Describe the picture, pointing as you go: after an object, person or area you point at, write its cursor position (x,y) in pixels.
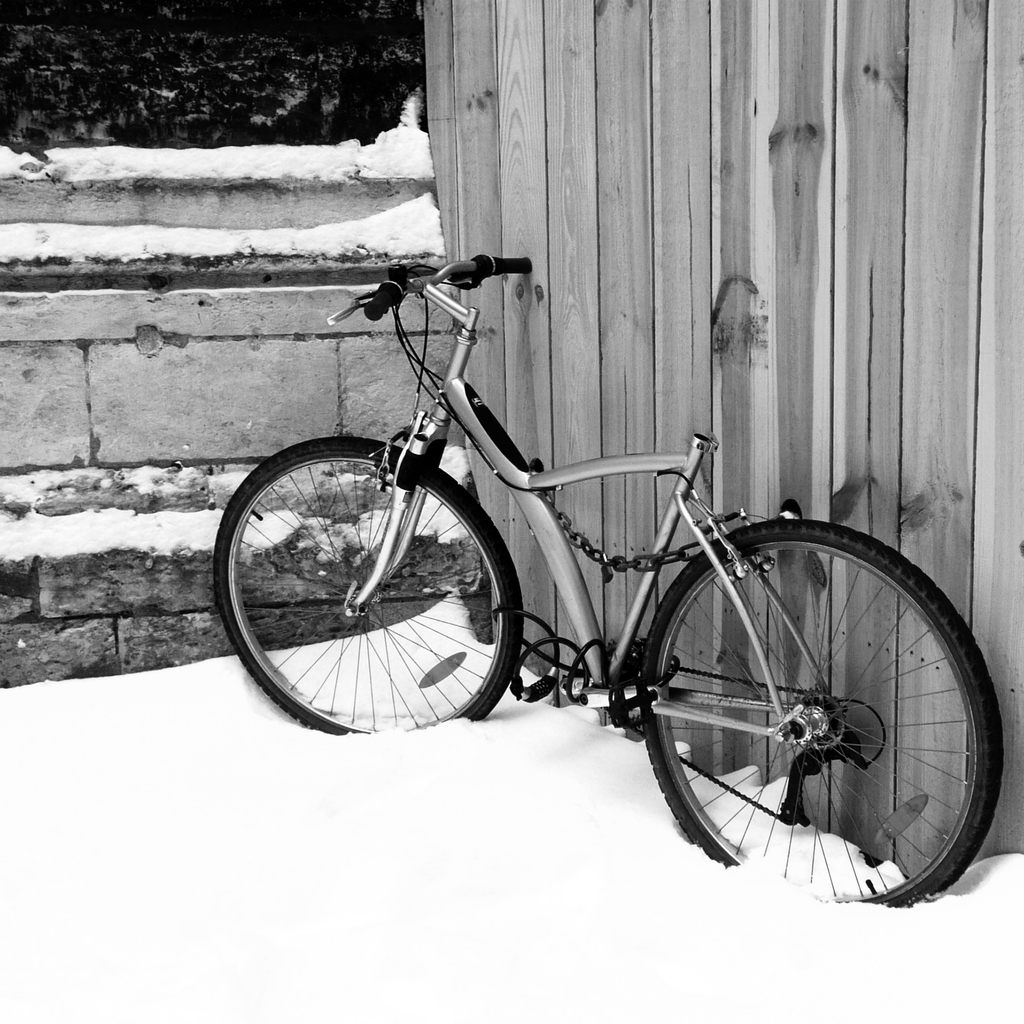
In this image there is a bicycle (660,759) kept on the land (464,852) covered with snow (222,819). Right side (947,213) there is a wall (803,670). Left top there are trees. Before it there is a wall (188,223) covered with the snow (191,245).
